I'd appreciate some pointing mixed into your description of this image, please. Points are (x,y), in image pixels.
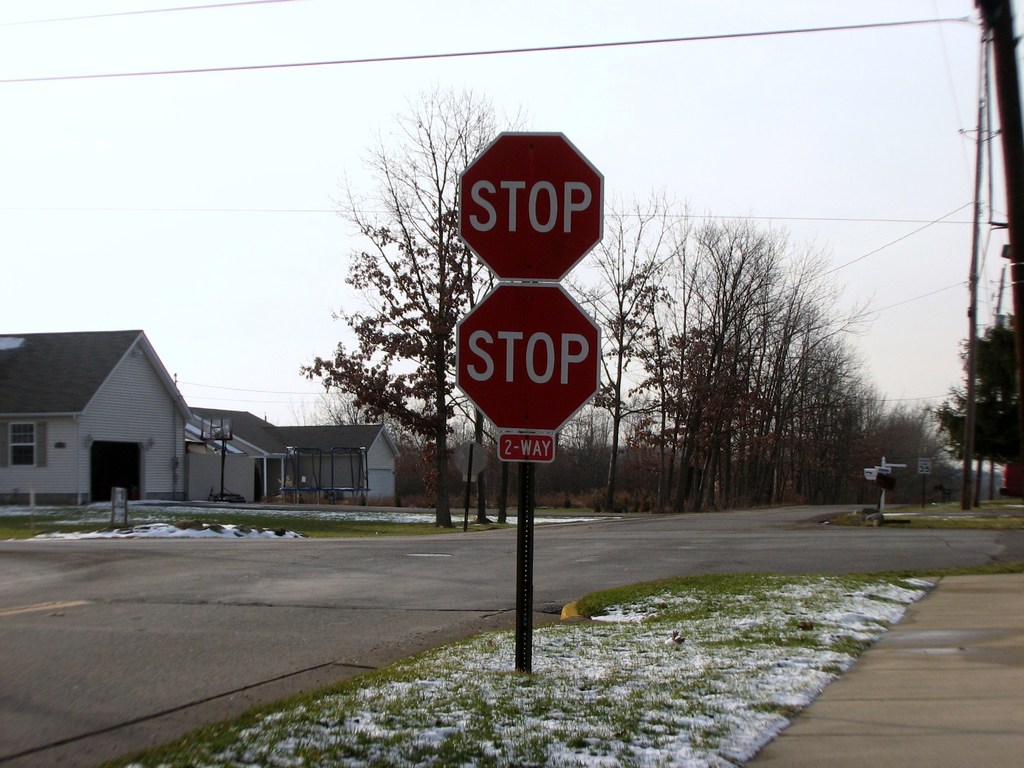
In this image we can see a street sign (522,405) to a pole (517,605) on the ground (493,718). We can also see some grass (643,704) and the road (382,551). On the backside (423,416) we can see a group of trees (754,404), houses (136,459) with roof (335,445) and windows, poles (969,473) with wires (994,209) and the sky (356,243) which looks cloudy.
